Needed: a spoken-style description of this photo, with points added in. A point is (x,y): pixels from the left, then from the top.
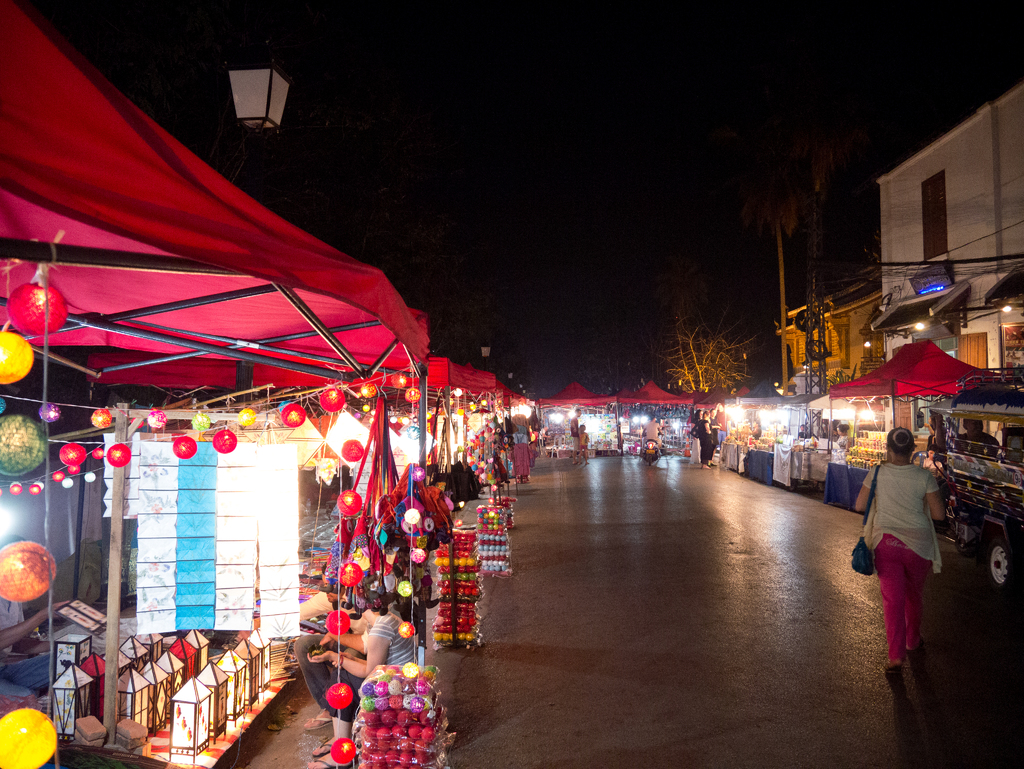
In this picture we can see some tents (369,344) and stores (758,476), there are some things (221,613) present on the left side (221,682), we can also see paper lanterns (19,344), in the background (783,420) there are some lights (851,419), a pole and a tree (710,370), on the right side (974,316) we can see a building (963,274), there is a person (890,603) walking on the right side (910,559).
